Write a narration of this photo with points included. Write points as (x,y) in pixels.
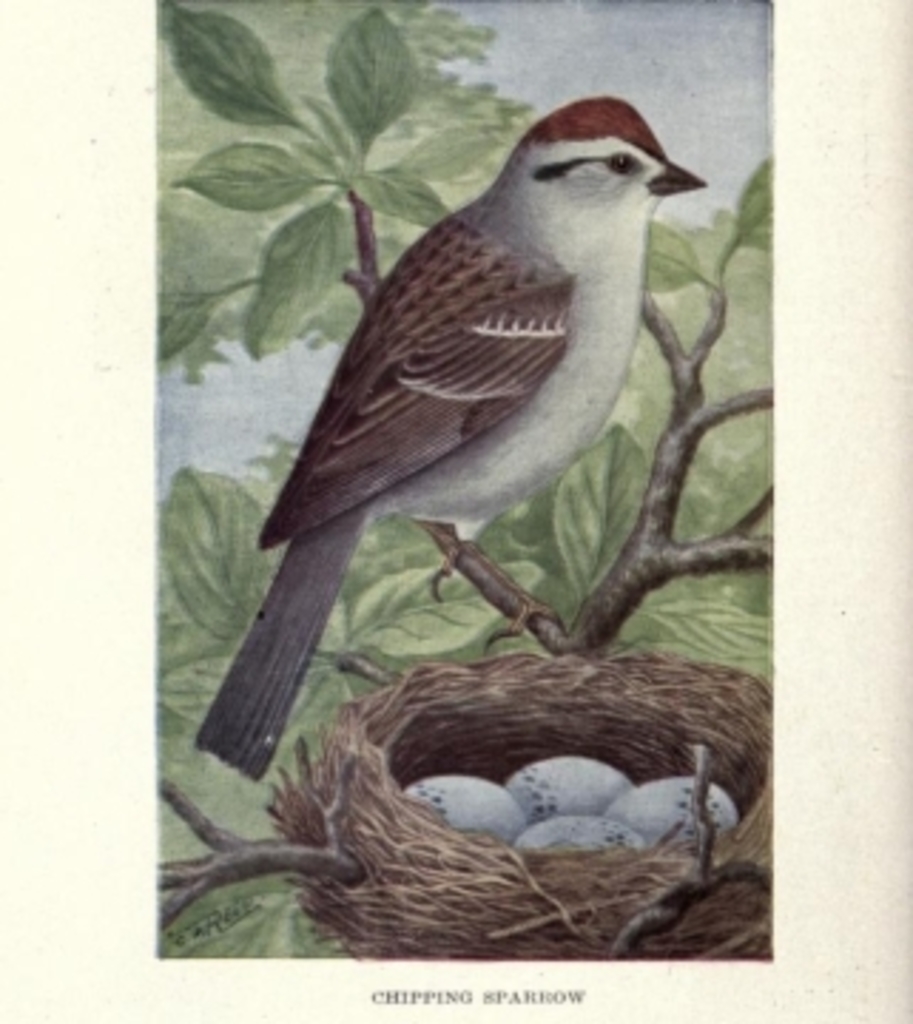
At the bottom (598,811) I can see a birds nest (342,765) and four eggs (573,803). On the top (517,338) I can see a bird (504,463) is sitting On the branch (471,571) of a tree (490,534). In the background (723,155) I can see the sky (625,94) and trees (215,77). This image is taken during a day.
